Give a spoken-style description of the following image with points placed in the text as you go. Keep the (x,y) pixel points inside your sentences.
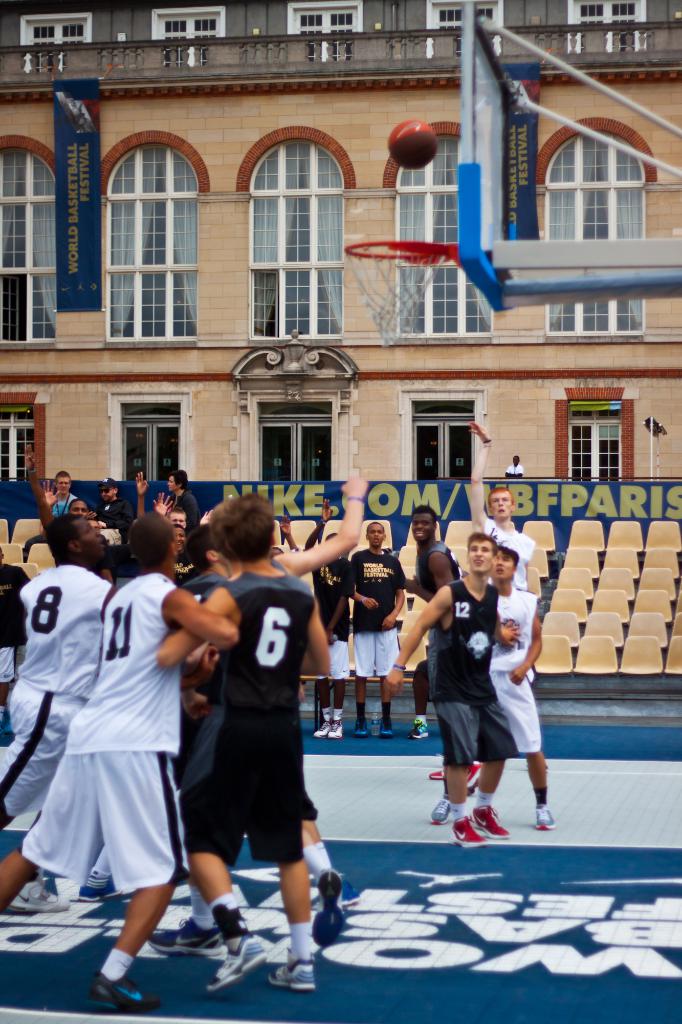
In this image I can see the group of people (164,818) are standing in the basketball court (362,830). To the side of these people (274,655) I can see few more people (344,639), many chairs (648,591) and the board (333,515). In the background (476,268) I can see ball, goal post (407,291) and the building (208,280) with windows (160,282) and the board (88,292).
